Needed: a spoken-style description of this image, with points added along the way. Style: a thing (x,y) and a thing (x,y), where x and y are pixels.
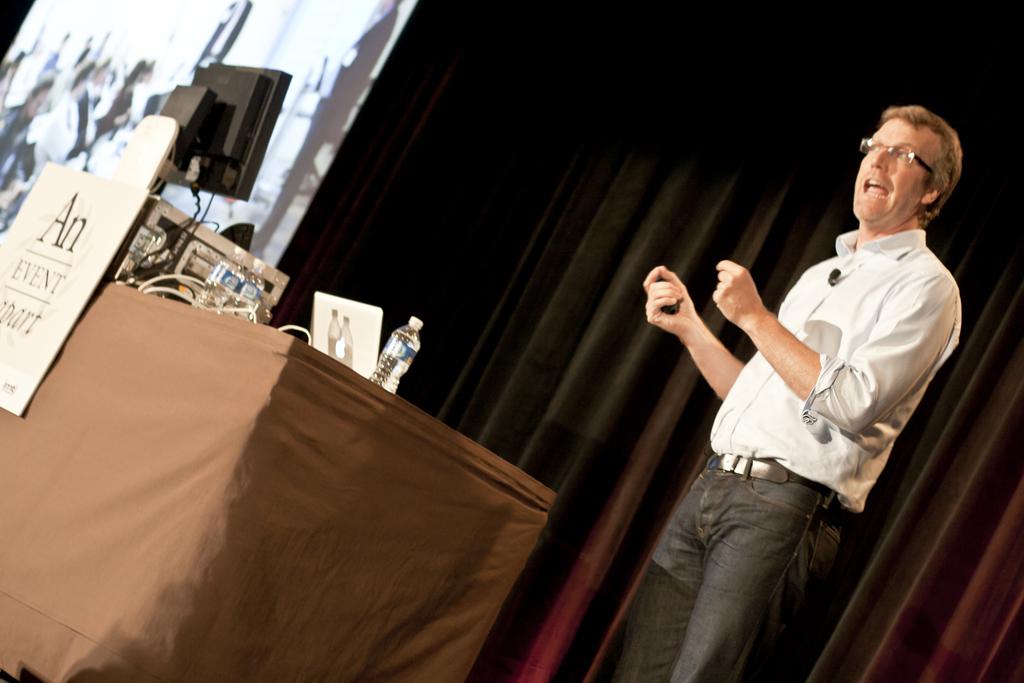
On the right side of the picture (696,232) we can see black curtain (786,74). We can see a man (910,271) wearing spectacles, shirt (881,331) and he is talking. We can see a microphone clip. On the left side of the picture (65,499) we can see a tablecloth (121,353), laptop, wires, device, water bottles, board (89,274) and monitor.
